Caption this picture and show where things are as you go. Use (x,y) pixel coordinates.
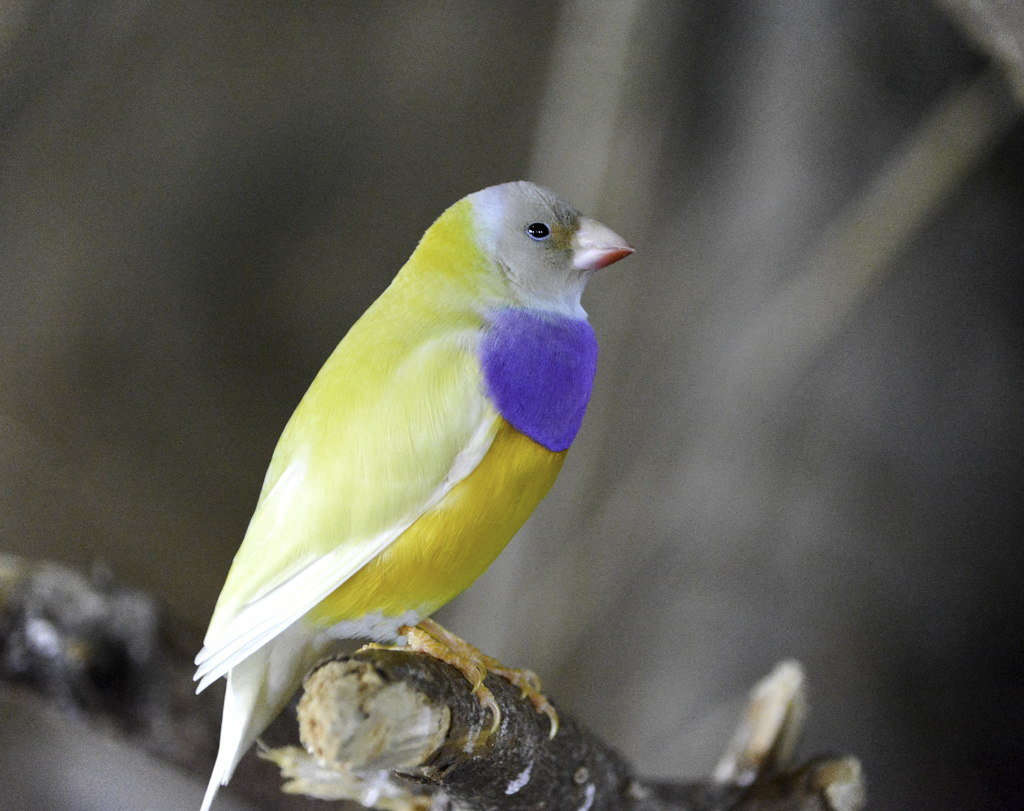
In the center of the image (524,358) a bird (479,487) is present on the stick (318,687). In the background (201,282) the image is blur.
